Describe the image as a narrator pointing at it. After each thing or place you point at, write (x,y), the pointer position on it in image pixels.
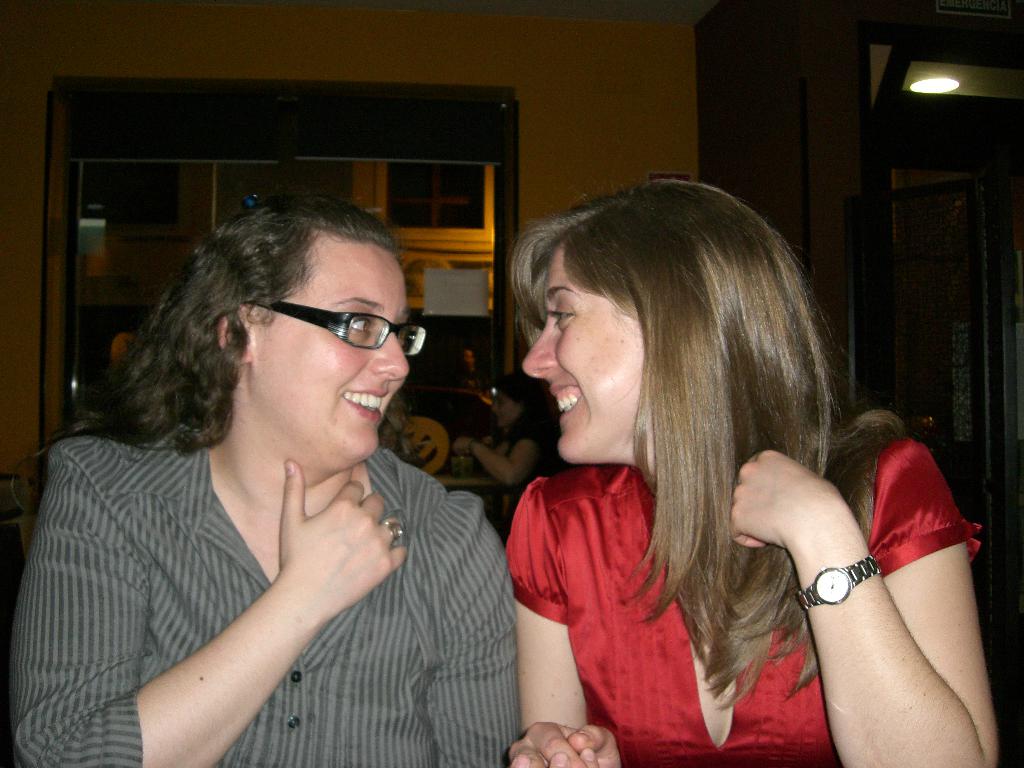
In this image there are two women (448,691) sitting on chairs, in the background (533,171) there is a wall (662,140) to that wall (602,89) there is a window (285,164).
